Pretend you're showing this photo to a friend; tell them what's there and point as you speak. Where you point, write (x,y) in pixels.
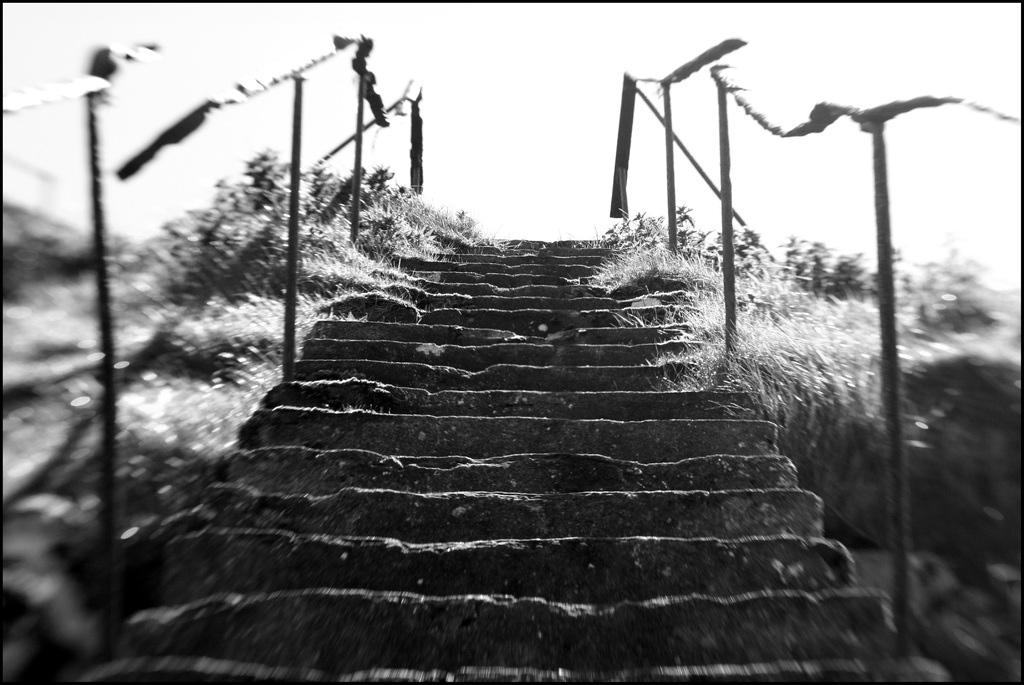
In this picture I can see the stairs (562,601) and railing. On the right (715,374) and left side (122,305) I can see the grass (847,331). At the top (615,58) I can see the sky (506,77).
